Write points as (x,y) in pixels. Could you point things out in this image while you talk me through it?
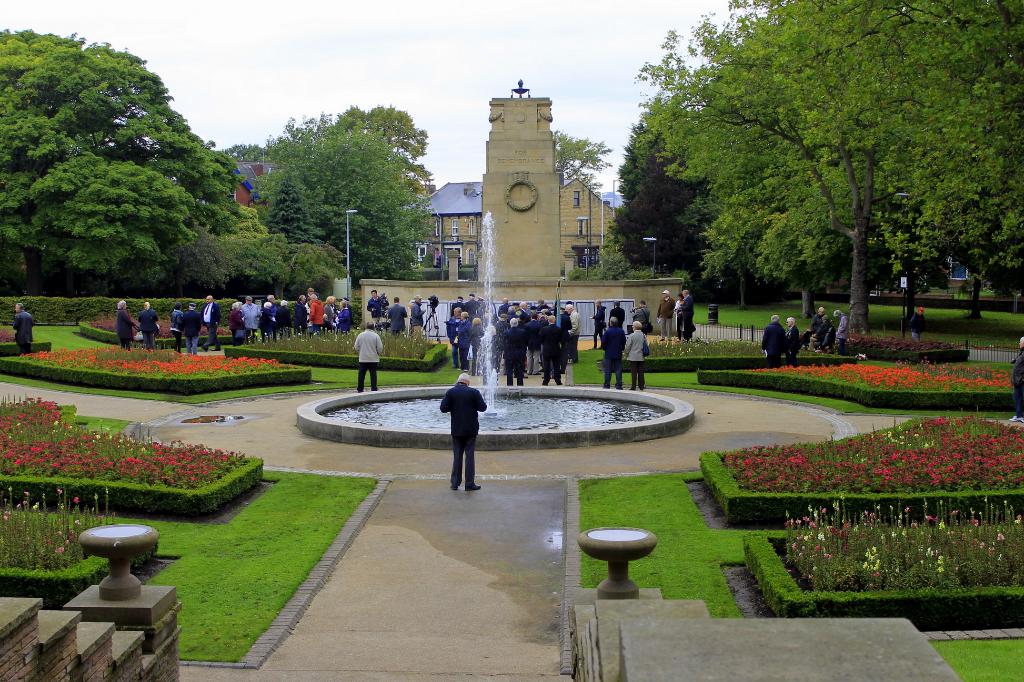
In the center of the image (395,389), we can see a fountain (540,407) and there are many people (392,319). In the background (927,67), there are trees (667,188), buildings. In the front, we can see stairs (116,652) and there are hedges (838,496).
